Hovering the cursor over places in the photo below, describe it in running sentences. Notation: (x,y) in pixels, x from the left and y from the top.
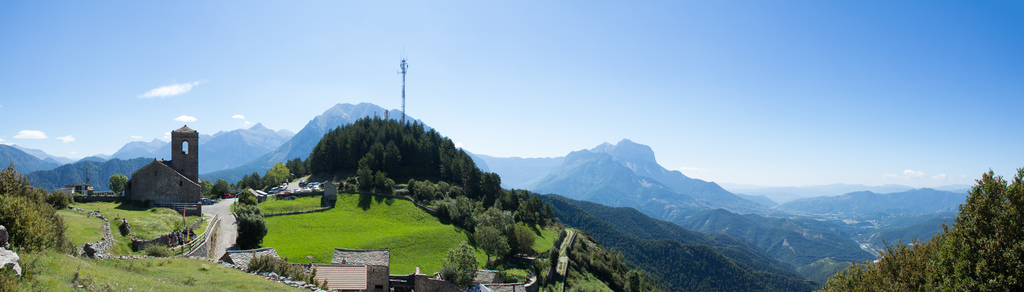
In the image there is a home (171,190) on the left side (175,174) on grass land (131,264), in the middle (391,154) there are trees (608,245), in the back (517,187) there are hills (757,257) all over the place, there is tower (403,68) in the middle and above its sky (569,101) with clouds (177,85).
